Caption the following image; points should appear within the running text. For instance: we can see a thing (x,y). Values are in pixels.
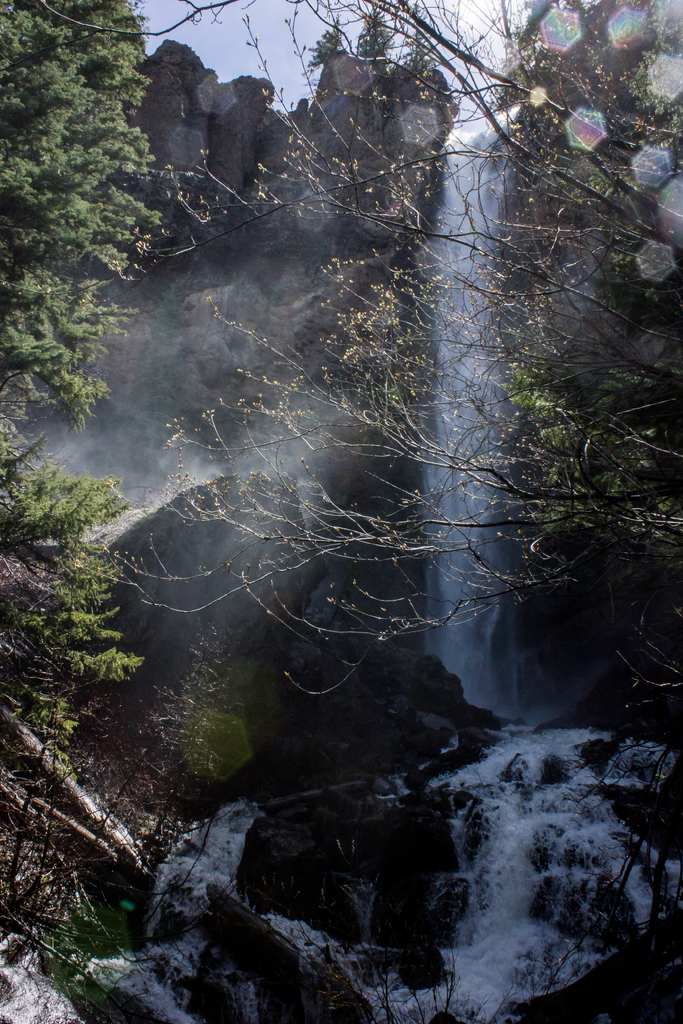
On the left side (30,830), there are trees (13,79) on hill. On the right side (582,313), there are trees (557,275) on hill (682,802). In the background (538,198), there is a waterfall (499,839) from the mountain (349,84) and there is sky (218,10).
